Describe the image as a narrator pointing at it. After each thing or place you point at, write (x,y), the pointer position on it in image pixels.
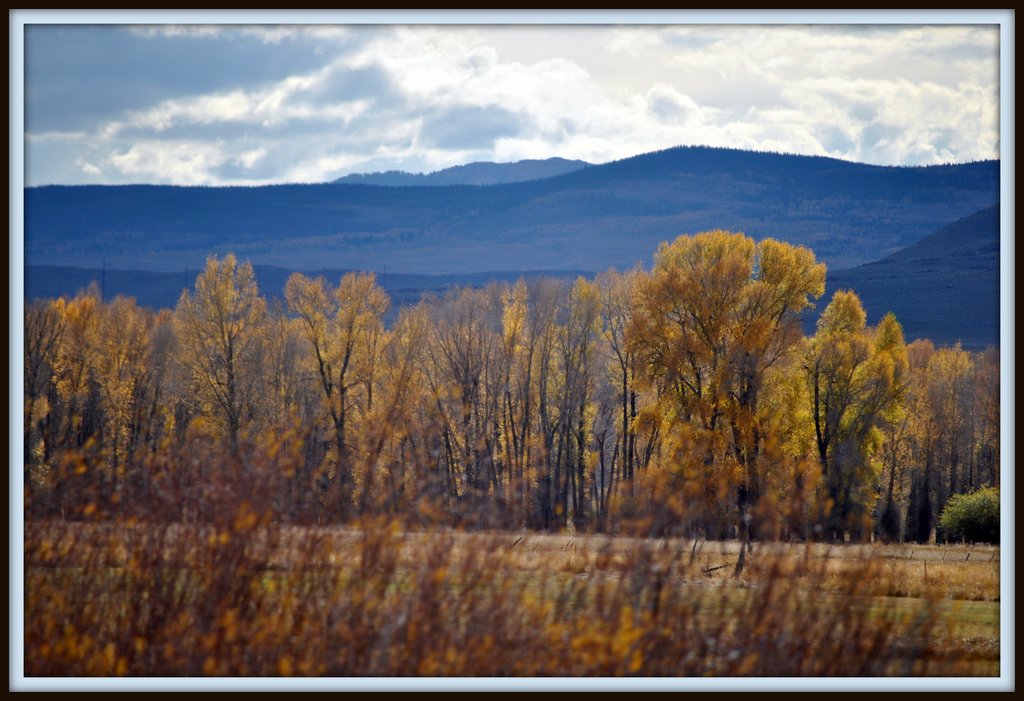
It is a photo frame (1017,693), in this there are trees (656,472) and hills (517,268). At the top (420,112) it is a cloudy sky (409,136).
